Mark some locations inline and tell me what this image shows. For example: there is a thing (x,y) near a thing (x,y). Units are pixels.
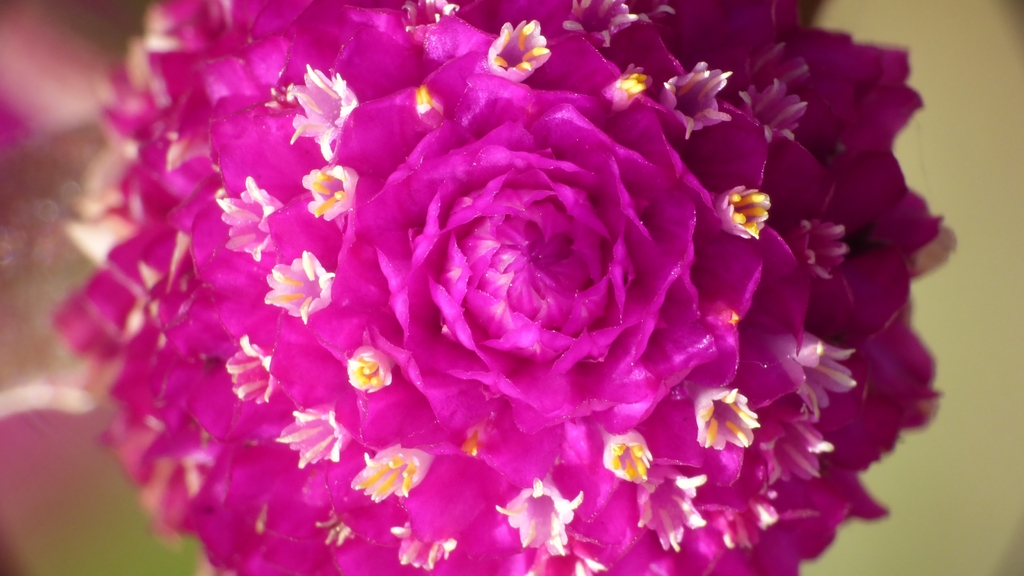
In this picture we can see a pink color flower (579,271) in the front (451,178), there is a blurry background (10,420).
